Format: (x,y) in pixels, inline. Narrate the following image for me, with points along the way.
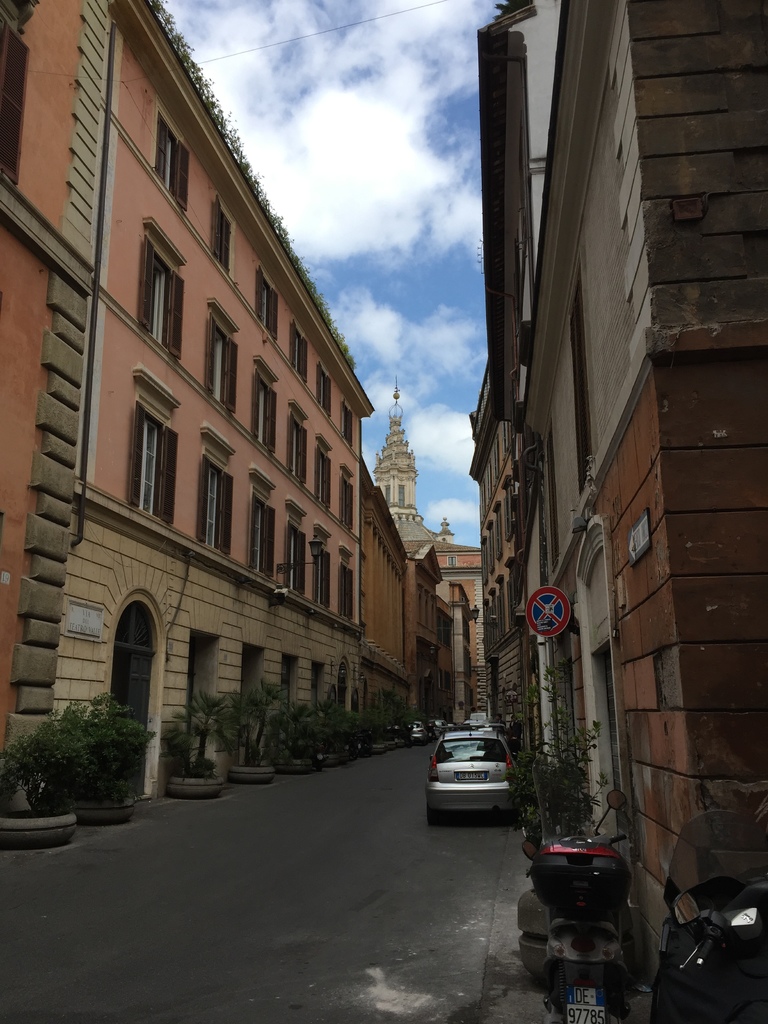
In this image there are buildings (377,660), plants (238,710) and there are vehicles (489,737) on the road (418,753) and the sky (402,256) is cloudy.
